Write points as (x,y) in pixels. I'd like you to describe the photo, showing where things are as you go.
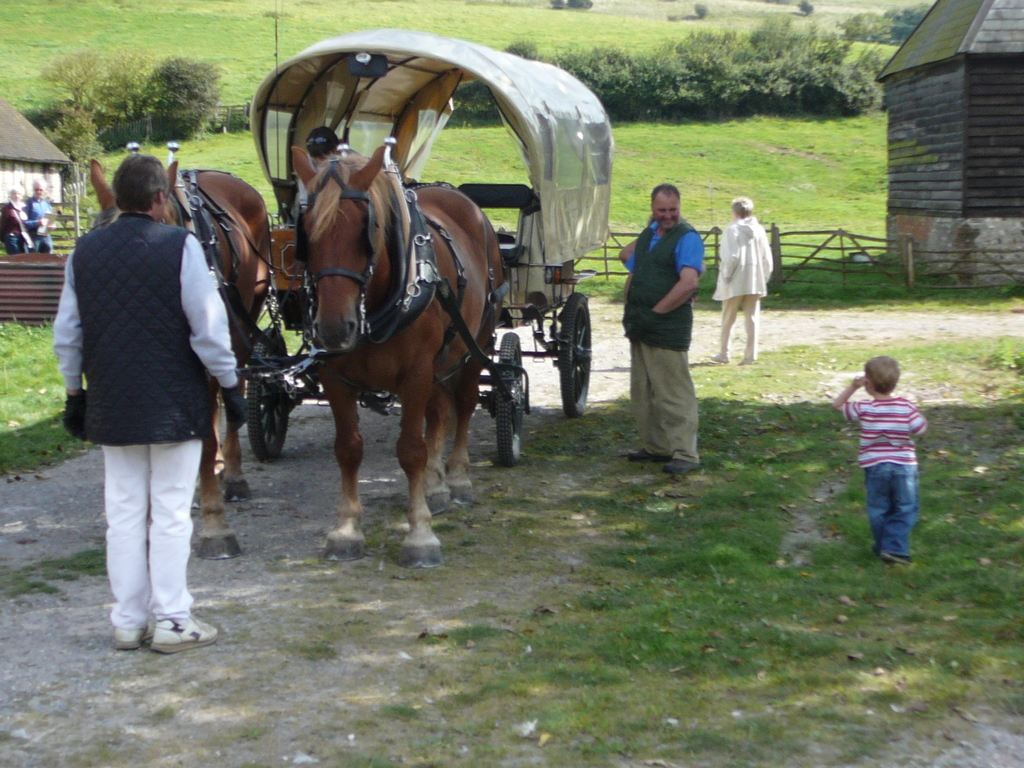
This image is taken outdoors. At the bottom of the image (553,611) there is a ground (696,632) with grass (747,391) on it. On the right side of the image (1005,19) there is a house (992,7). In the middle of the image (564,356) there is a cart (519,393) with two horses (222,174). A few people (111,317) are standing on the ground (585,499). On the left side of the image (17,237) there is a house (31,181) and a woman (25,226) and man (34,225) are walking on the ground (32,352). There is a fencing (602,261). In the background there are a few plants (174,111).
